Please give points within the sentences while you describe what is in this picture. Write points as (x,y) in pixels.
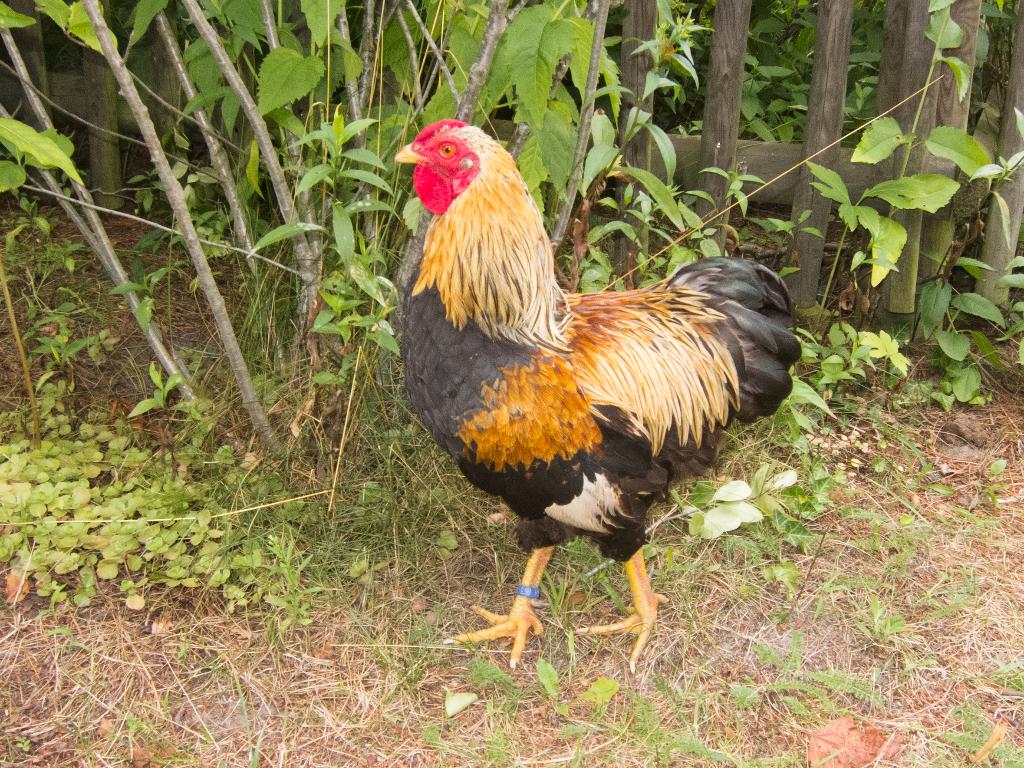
In this picture I can see a rooster (601,359) on the grass (495,525), beside we can see some plants (391,163) and we can see wooden fencing (796,162).
